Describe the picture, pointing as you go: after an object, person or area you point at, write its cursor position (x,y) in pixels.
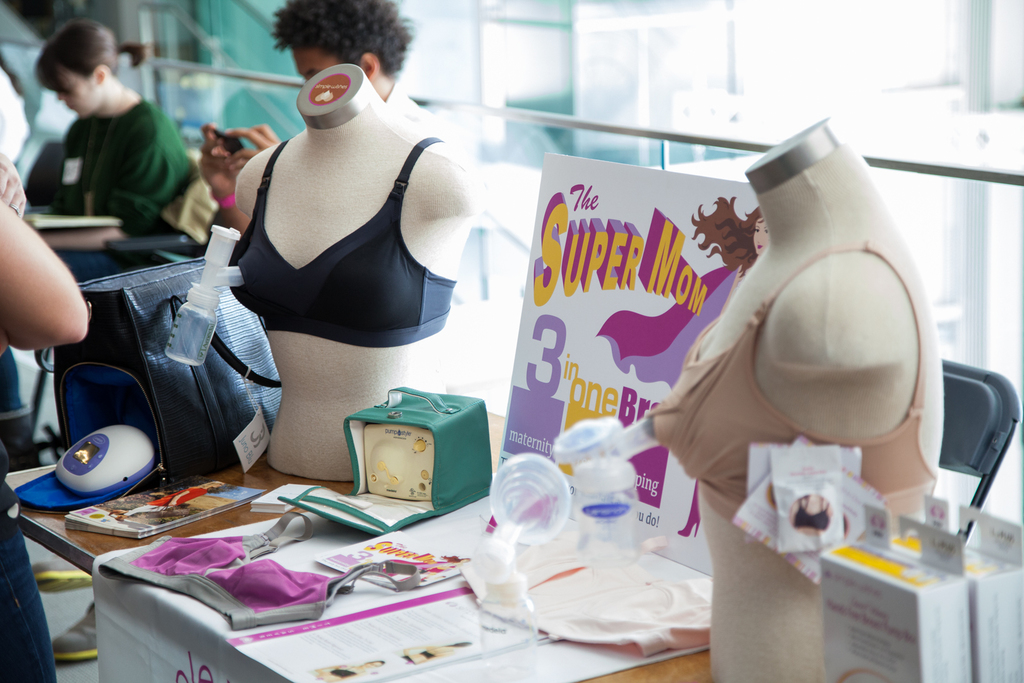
In this image I can see few persons (317,41). I can see few objects (836,648) on the table (318,529). I can see a chair (965,409). I can see a board (607,192) with some text (546,345) on it. I can see few clothes (697,400).
